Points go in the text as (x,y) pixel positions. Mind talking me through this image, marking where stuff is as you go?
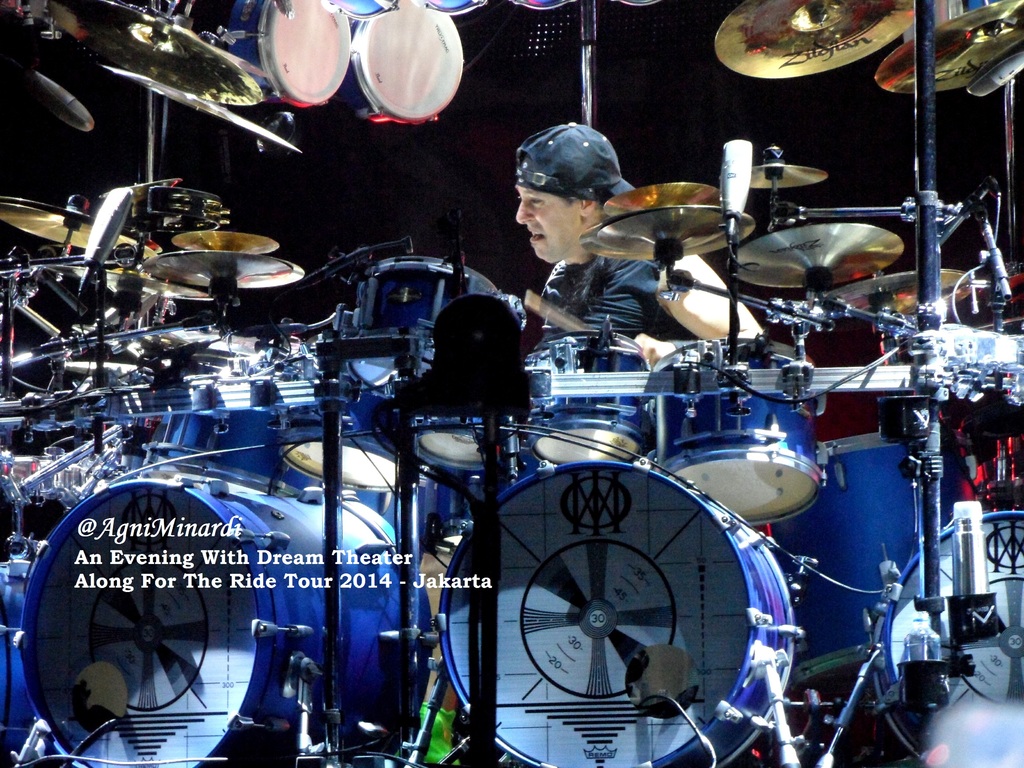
In this picture we can see musical instruments (232,325), some text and a man (589,131) wore a cap (612,147) and in the background (553,103) it is dark.
